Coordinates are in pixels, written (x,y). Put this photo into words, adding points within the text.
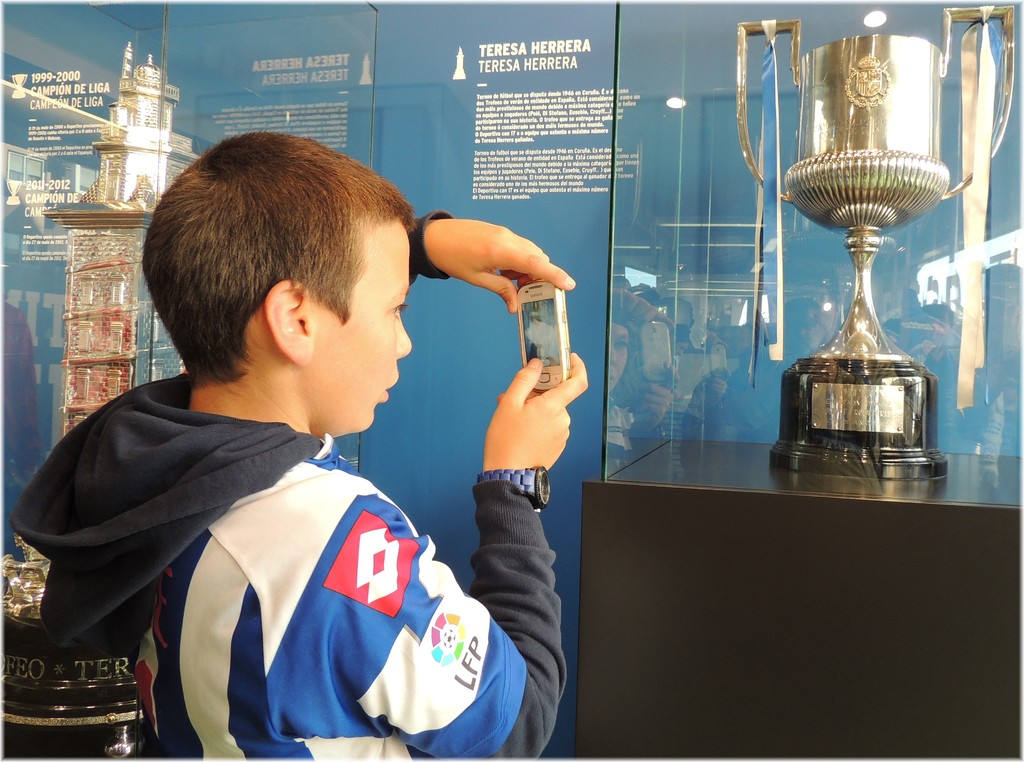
In this image there is a boy (503,615) in his hand (534,422) there is a mobile (548,352), in the background (678,87) there is banner (447,26), on that banner (637,39) there is text (566,47) and a award (900,440) in a glass box (991,413).
